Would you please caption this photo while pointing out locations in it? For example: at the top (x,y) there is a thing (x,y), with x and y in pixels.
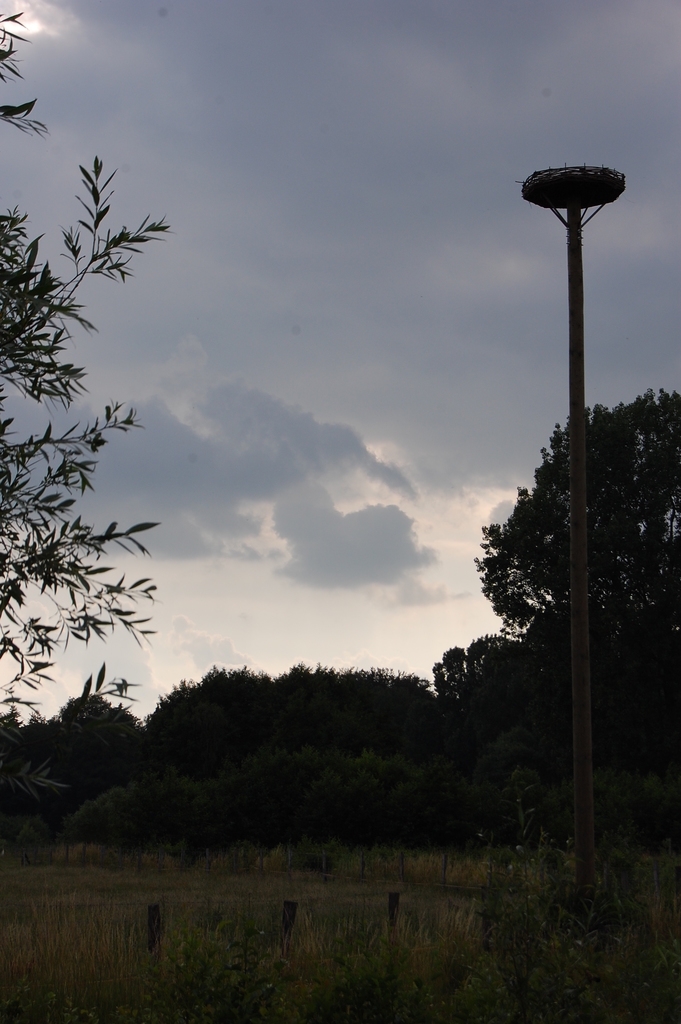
Here in this picture we can see a ground (179,884), which is fully covered with grass (288,874) over there and we can see trees (258,802) and plants (179,810) present all over there and on the right side (578,403) we can see a pole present and we can see clouds (280,434) in the sky (310,514) over there.
